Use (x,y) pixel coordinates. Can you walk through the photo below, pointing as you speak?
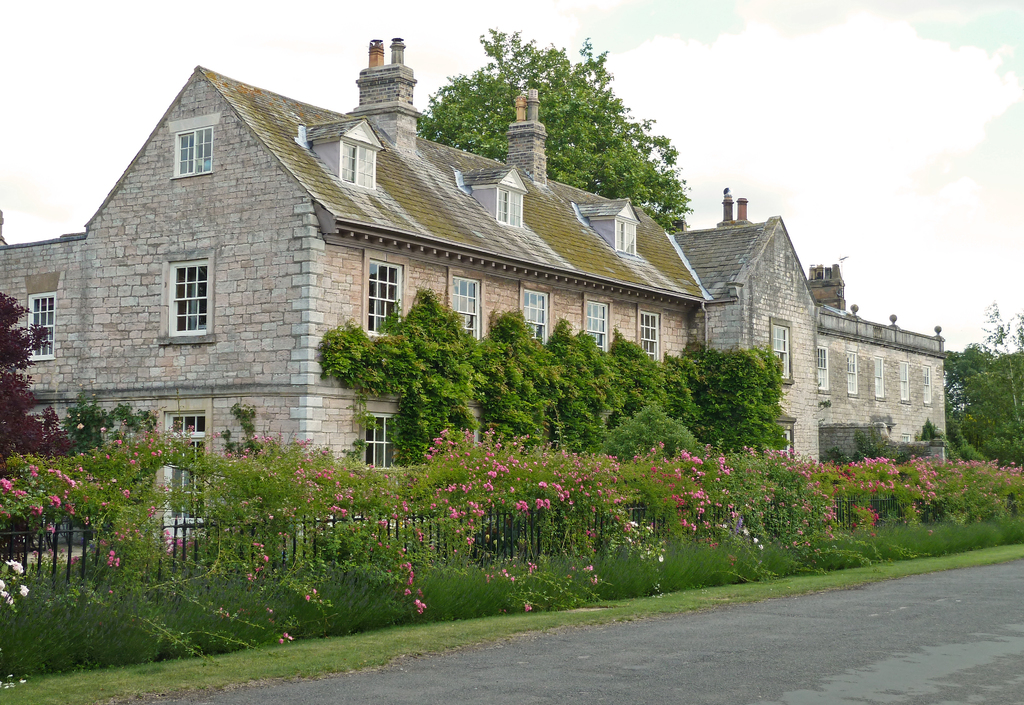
In this image, we can see two homes (621,321), there are some green color plants (176,617) and trees (978,388), there is a fencing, at the top (921,67) there is a sky (794,61).
